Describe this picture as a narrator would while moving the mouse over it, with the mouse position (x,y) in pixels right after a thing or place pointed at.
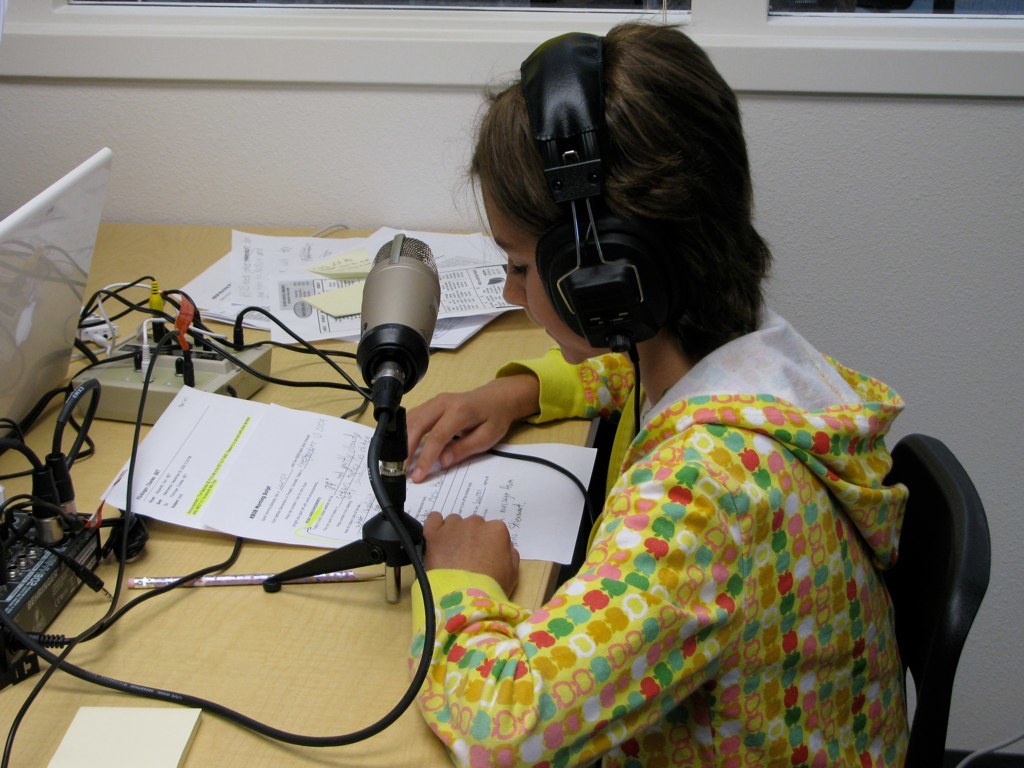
In this image I can see there is a girl (639,536) sitting on the chair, she is wearing headphones (608,278) and there is a table (327,593) in front of her, there are a few papers (385,232) and a laptop (27,249) placed on the table (46,446).
